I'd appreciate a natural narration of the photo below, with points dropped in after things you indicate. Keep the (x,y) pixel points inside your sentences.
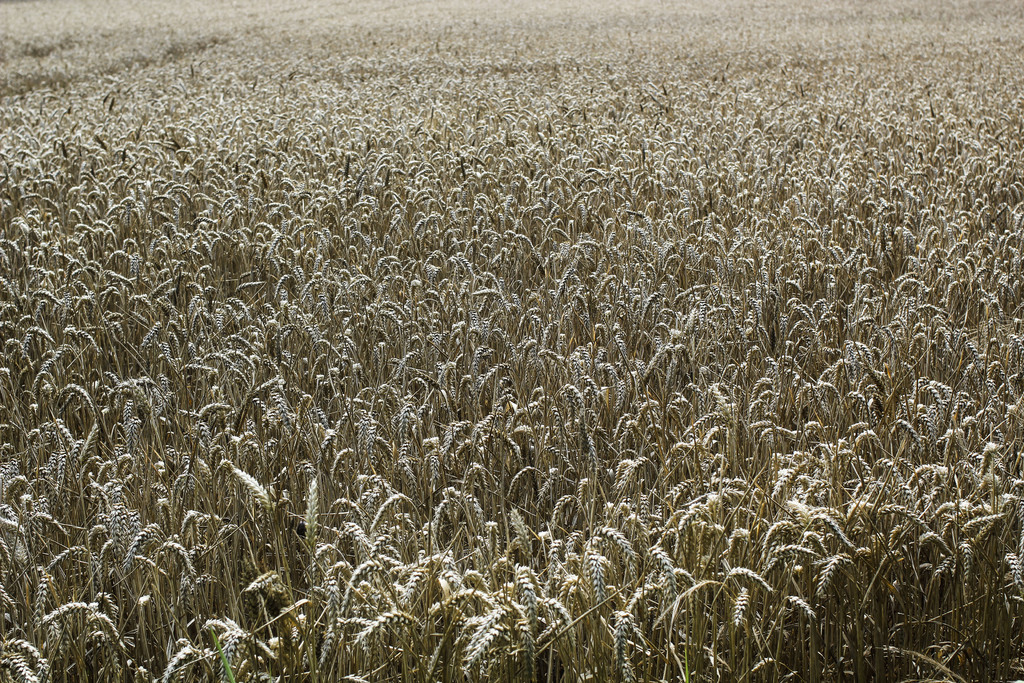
In this image at the bottom (539,553) there are some plants (520,451).
